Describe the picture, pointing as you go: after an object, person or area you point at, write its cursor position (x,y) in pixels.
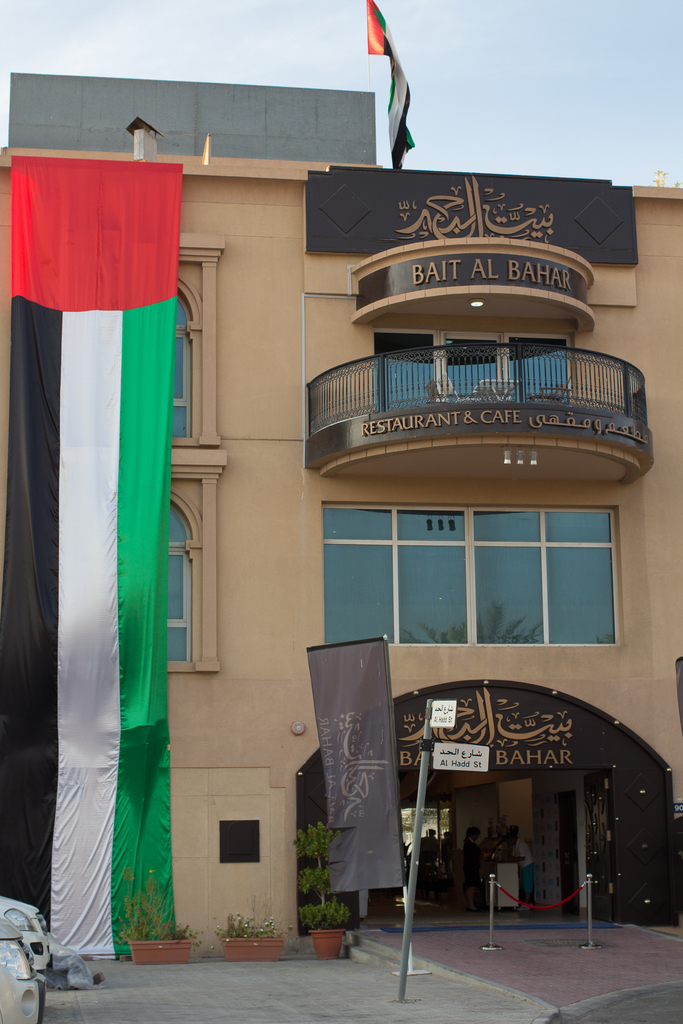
In this image in the center (419,373) there is one building (544,616) and some flags (81,500), in the foreground (453,758) there is one pole (428,737) and some boards (438,745) are attached to that pole (428,748). And at the bottom (175,961) there are some flower pots (145,948), plants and some people (428,859) are standing. On the left side (49,956) there are some vehicles (42,931), on the top of the image (371,47) there is one flag (390,104) and sky (452,106).
